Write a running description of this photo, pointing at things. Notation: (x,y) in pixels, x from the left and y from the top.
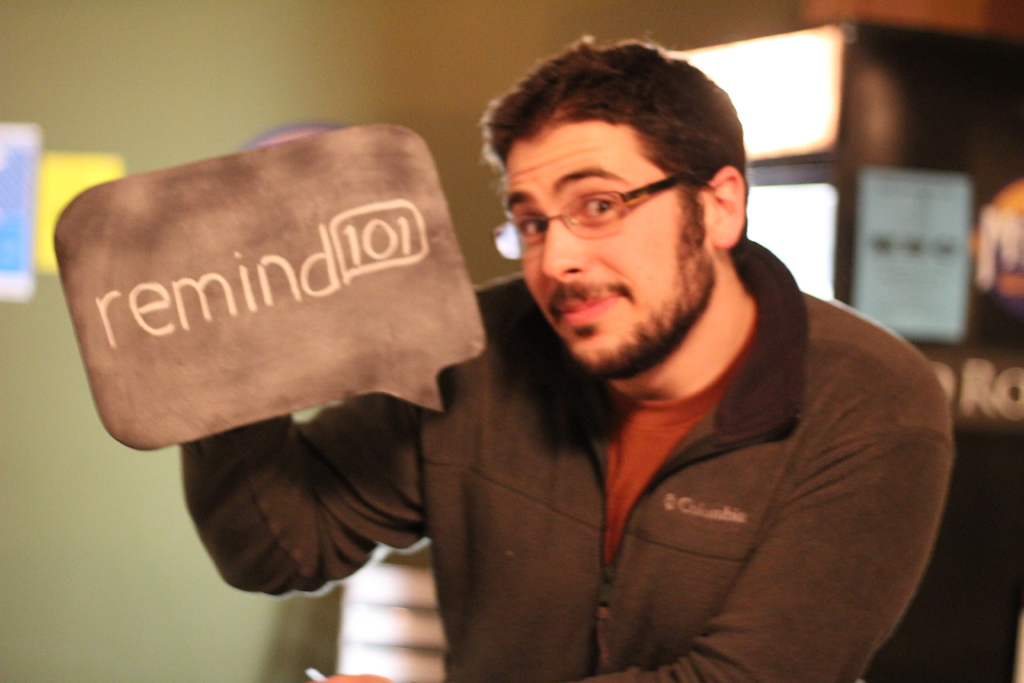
In this picture there is a man (589,213) who is wearing spectacle (524,228), jacket (750,496) and t-shirt (628,452). He is holding a board (298,311). In the back (1012,393) we can see lights (773,131), posters (925,211) and other objects (996,274) on the wall (27,446).
